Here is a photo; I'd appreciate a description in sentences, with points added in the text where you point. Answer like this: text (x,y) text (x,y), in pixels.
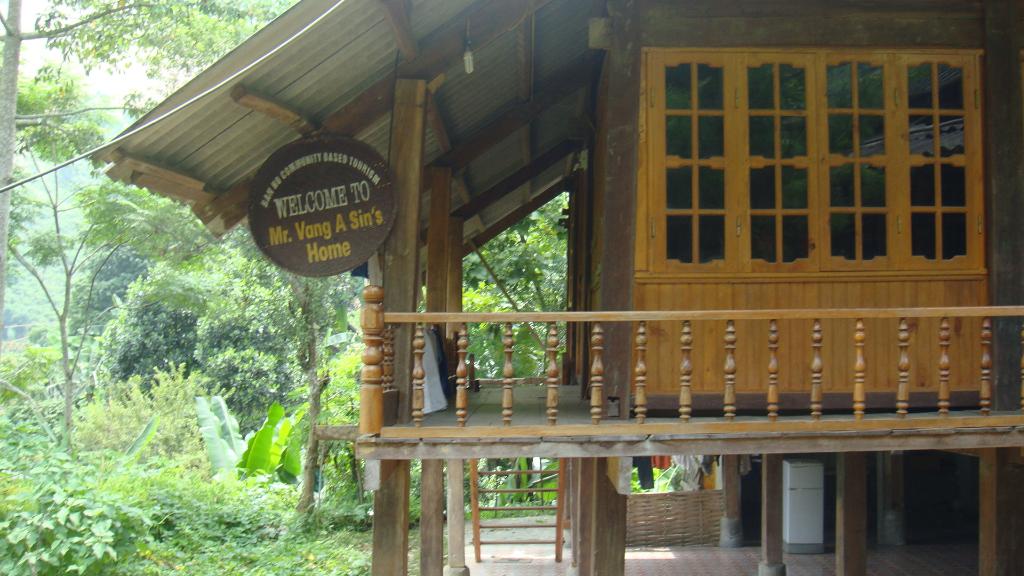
In this image we can see a wooden house (662,199) with a board (340,214), there is a ladder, light (463,68), wooden fence (685,507), a white color object (796,482), clothes (657,463), and few trees (141,358) on the left side (124,339).
